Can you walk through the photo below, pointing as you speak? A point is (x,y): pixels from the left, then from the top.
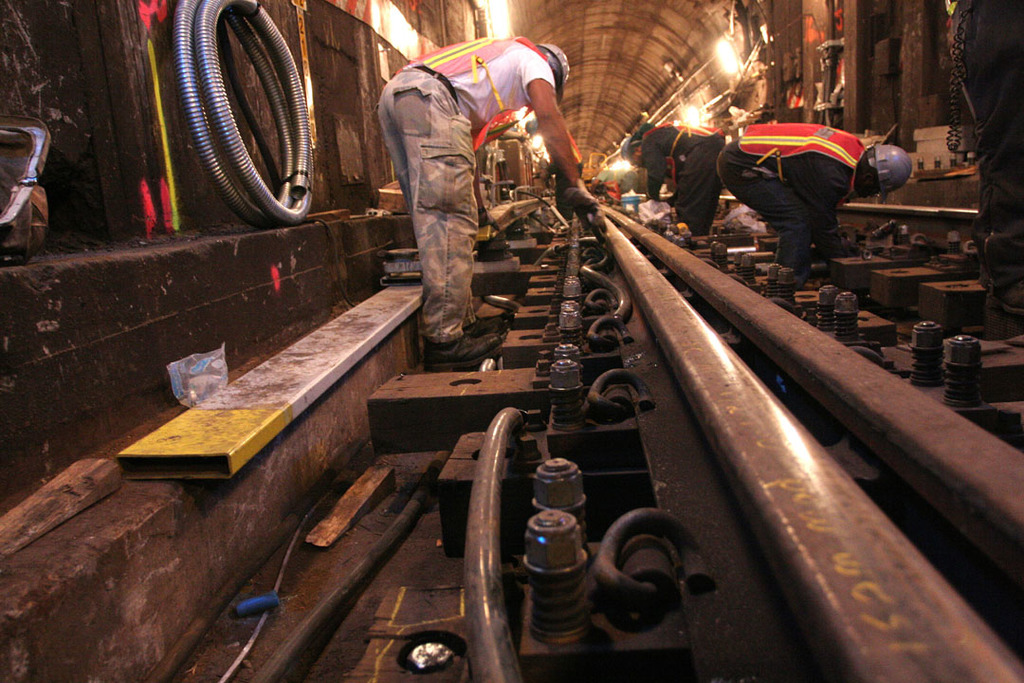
In this image at the bottom (540,512) there is a railway track (533,372) and some persons (819,198) are doing some work, and also we could see some tools (360,504) and on the right side (934,68) and left side there are some pipes (285,108) and some objects (20,189) and wall (929,34) and also there are some lights (724,60). At the top (591,27) there is some ceiling (606,39).
